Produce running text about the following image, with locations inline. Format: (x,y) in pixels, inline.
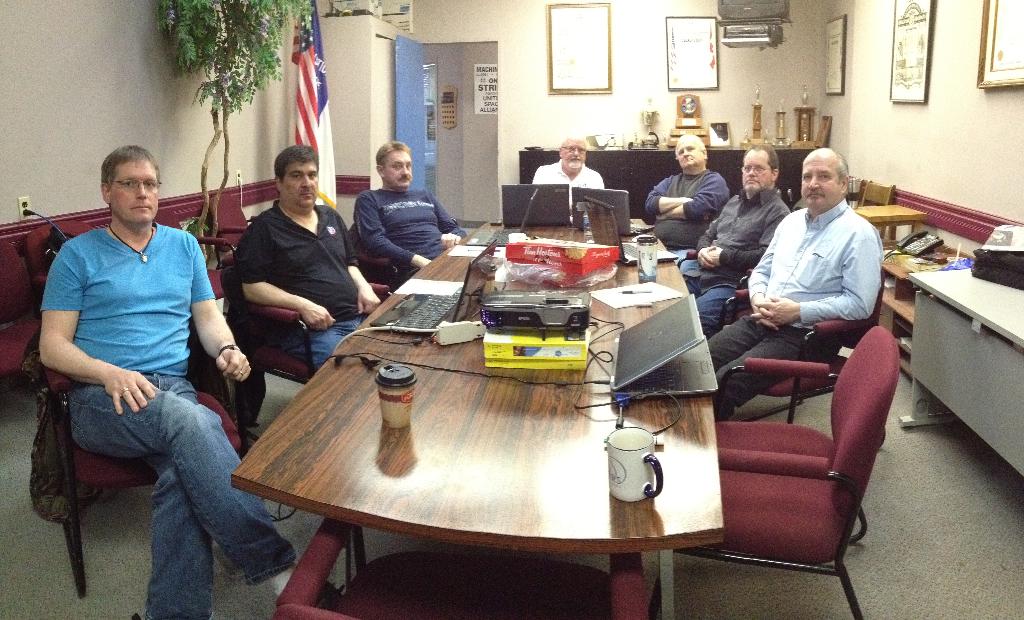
In this picture we can see a group of men (376,208) sitting on chairs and in front of them there is table (657,310) and on table (436,431) we can see laptop (644,384), cup (630,439), glass (385,423), boxes (551,256), device (528,311), wires (415,329), papers (434,278) and in background (520,121) we can see trees (236,70), flag (304,57), wall (613,45) with frames (685,72), chairs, shields (703,130).
